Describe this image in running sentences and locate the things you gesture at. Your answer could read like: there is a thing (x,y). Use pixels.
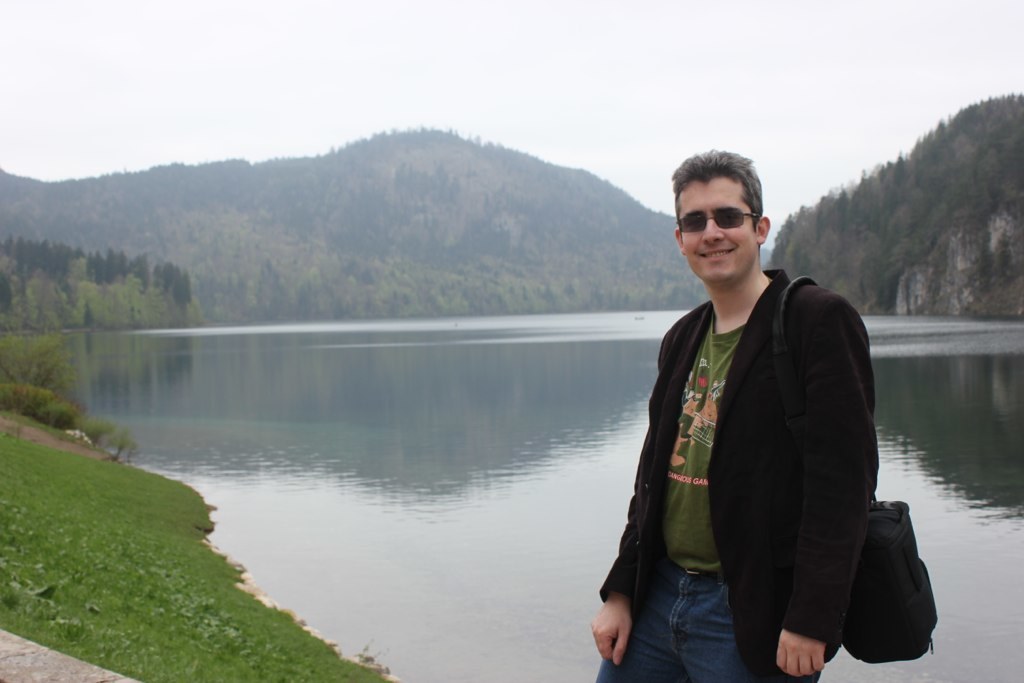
In this picture we can see a man (754,209) wore goggles (699,222), carrying a bag (874,601) and smiling. In the background (76,493) we can see the grass (113,505), water (288,488), trees (523,253), mountains (977,216) and the sky (332,72).
